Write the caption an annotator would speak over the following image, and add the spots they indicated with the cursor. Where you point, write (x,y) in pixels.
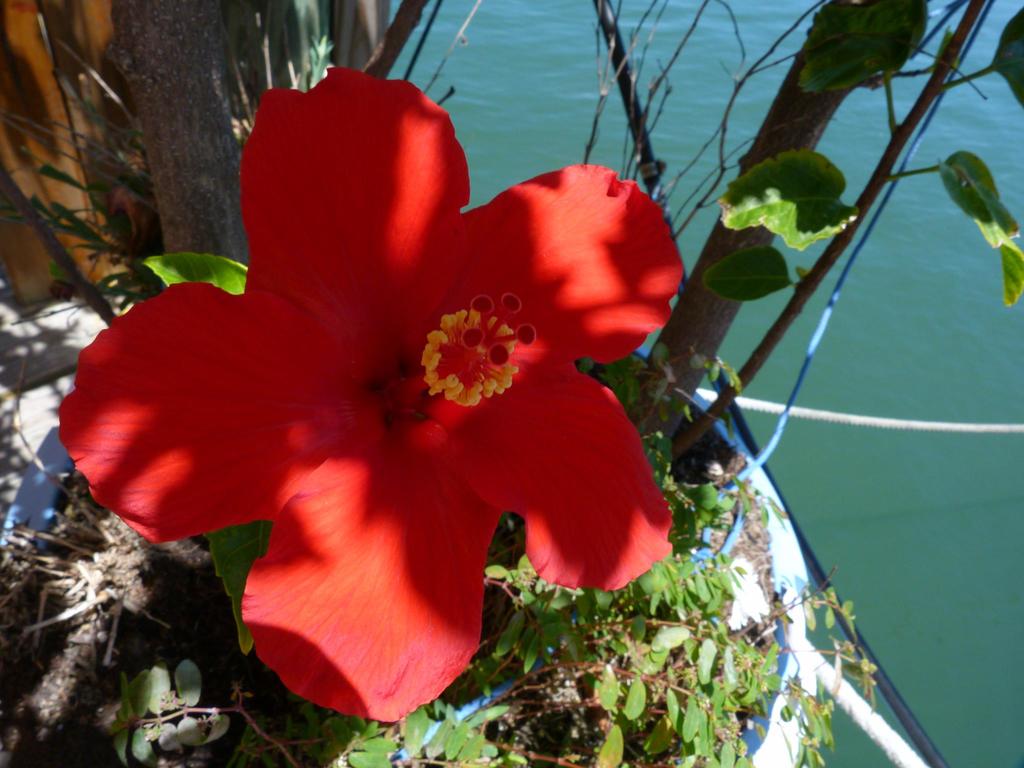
In this image we can see a flower (377,460), there are some plants (585,627), ropes (825,417) and the water (877,624).
